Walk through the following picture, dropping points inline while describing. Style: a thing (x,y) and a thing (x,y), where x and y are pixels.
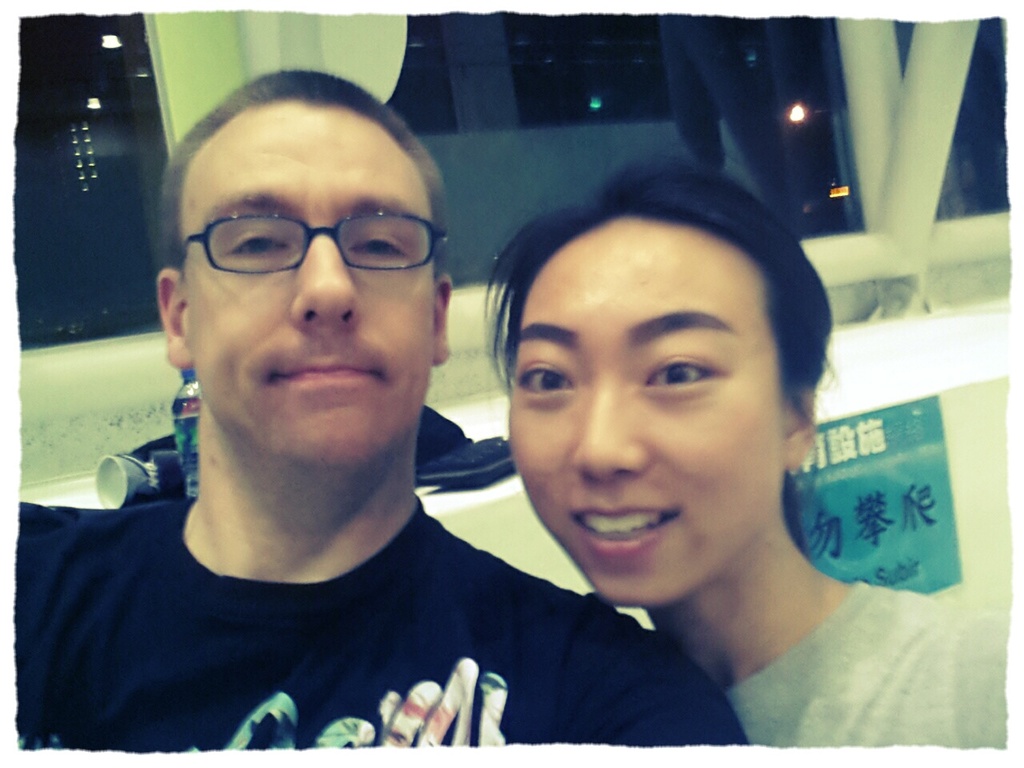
In this image, we can see a man (455,660) and woman (638,514) are seeing and smiling. Here a man (277,307) is wearing glasses (343,255). Background (998,177) we can see a bottle (187,482), some objects (168,477), poster (812,451), glass (486,253), rods (947,225) and lights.
